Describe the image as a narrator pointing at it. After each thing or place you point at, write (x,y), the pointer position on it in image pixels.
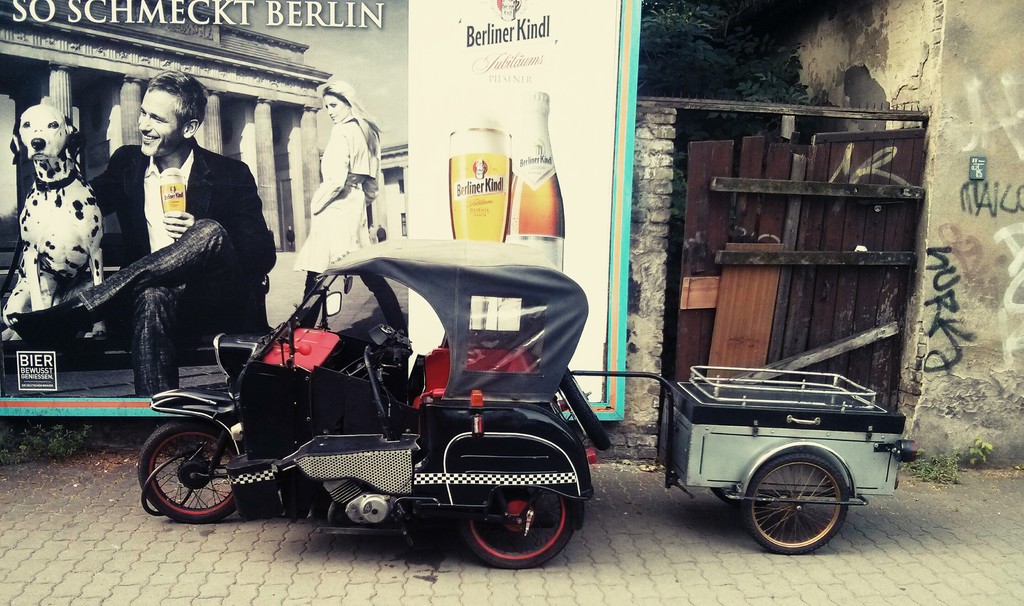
In this image there is a vehicle (542,481) parked on a path (632,517), behind that there is a banner (386,159) with some images (356,117) and text (501,183), beside that there is a wooden gate (823,231) of a building (958,280).
